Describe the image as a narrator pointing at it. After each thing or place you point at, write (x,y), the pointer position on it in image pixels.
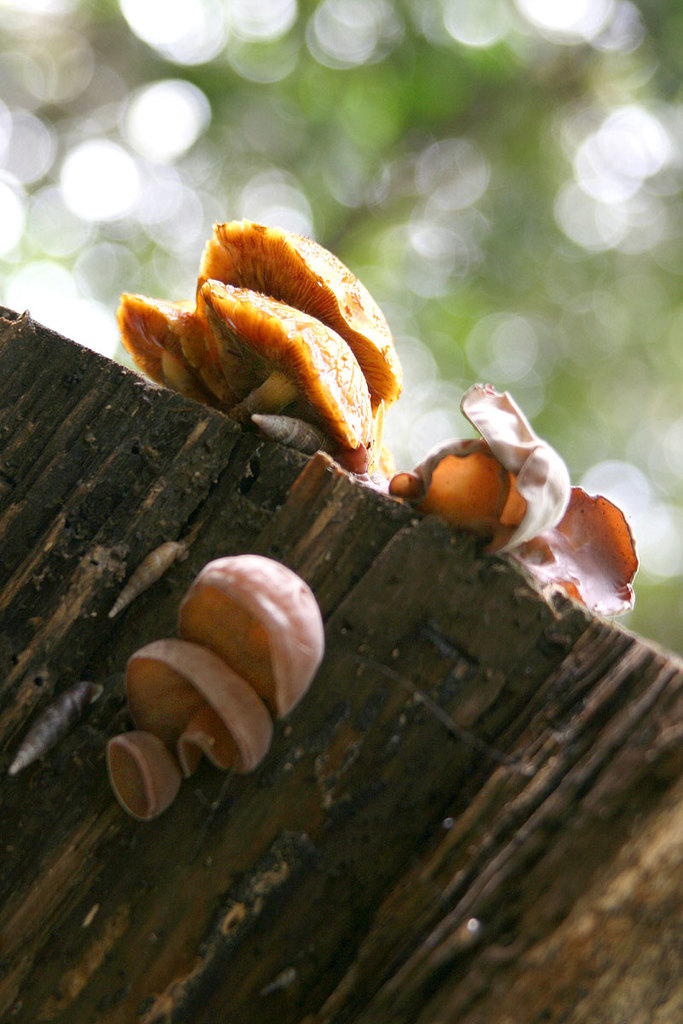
In this image we can see few mushrooms (156,361) on the wood (440,836) and in the background (344,110) the image is blurred.
